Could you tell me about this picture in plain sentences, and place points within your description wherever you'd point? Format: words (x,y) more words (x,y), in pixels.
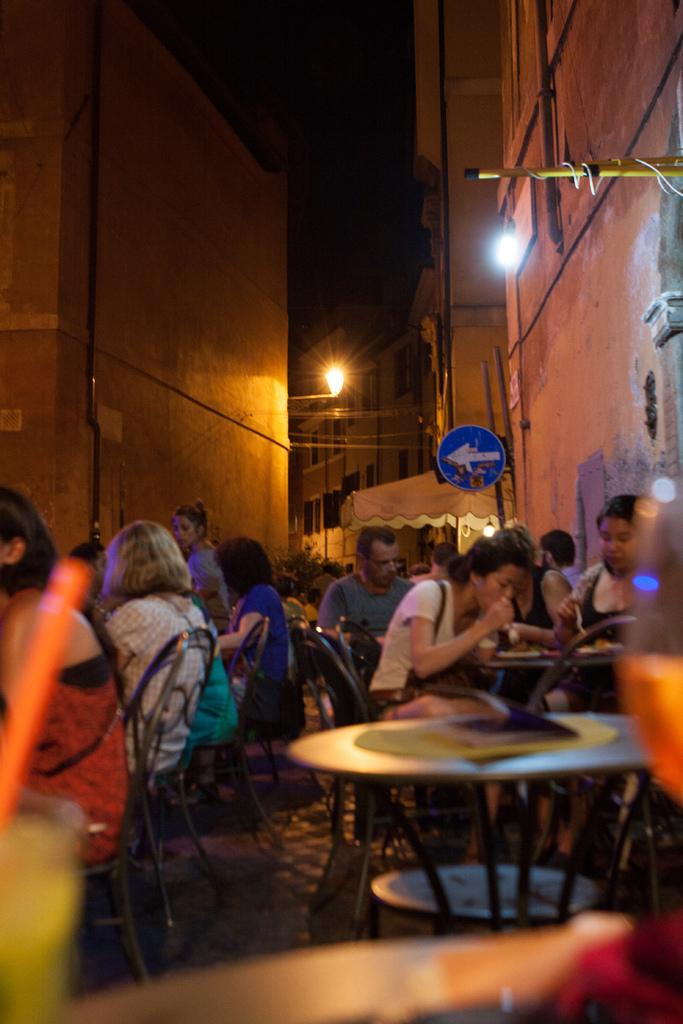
This photo is taken outside a building (163,489). There are many people (181,607) sitting on chair (159,701) in front of them there are tables (520,659). some of them are having food (516,648). Alright in the both side there are buildings (453,284).
